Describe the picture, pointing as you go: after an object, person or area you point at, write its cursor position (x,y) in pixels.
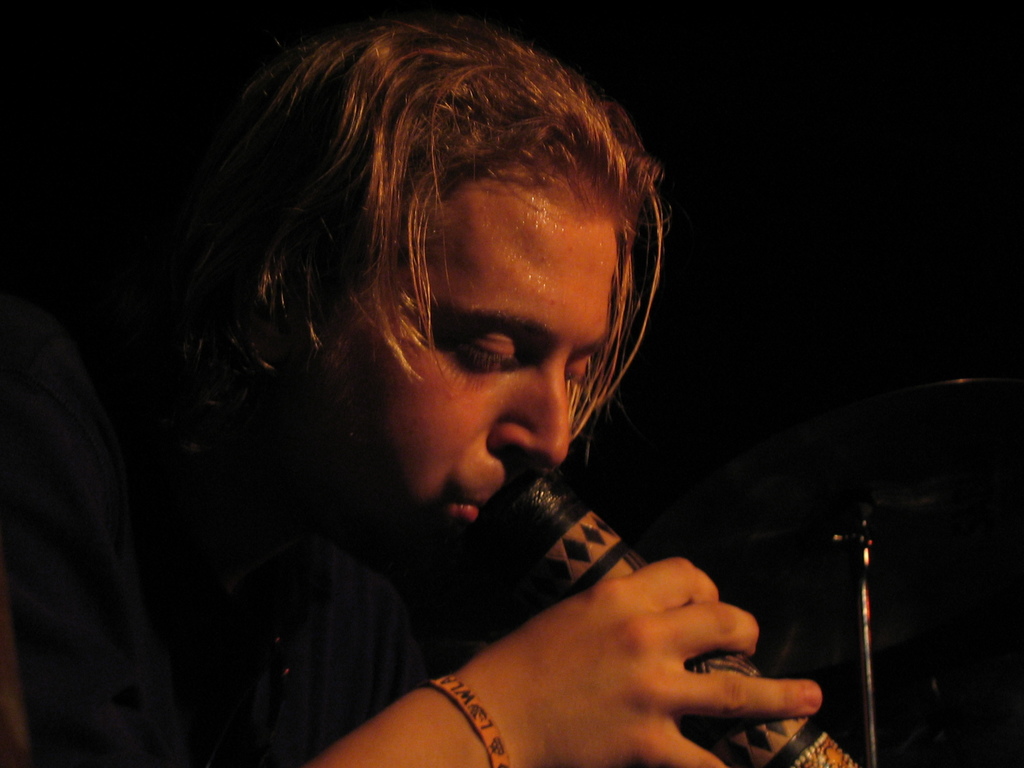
In this image, we can see a person (388,461) holding a musical instrument (555,531) on the dark background.
